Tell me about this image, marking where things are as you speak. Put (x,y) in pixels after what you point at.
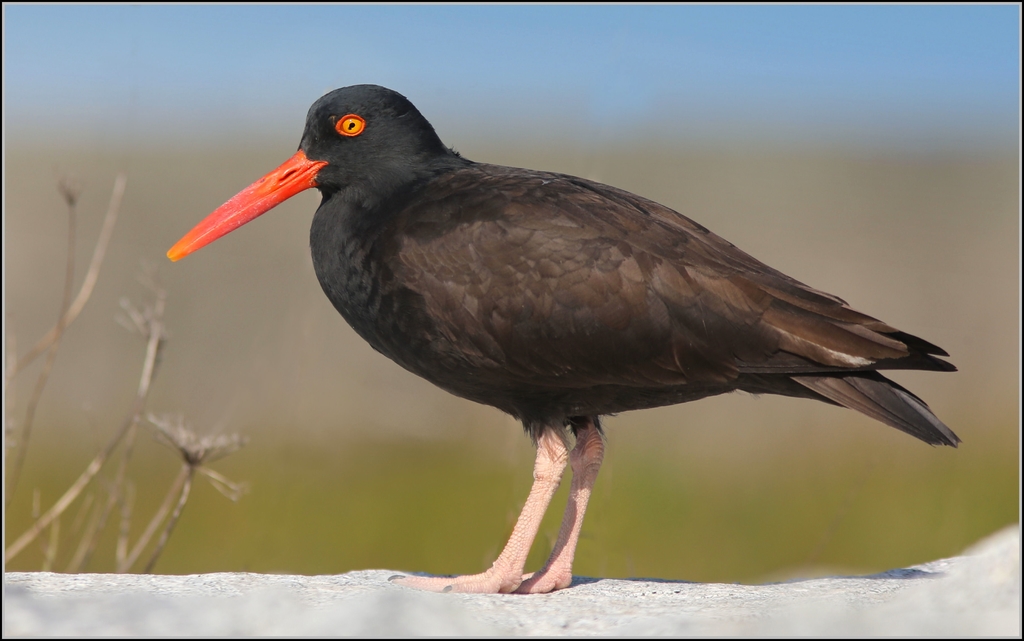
Here I can see a black color bird (412,223) on a rock (546,624) which is facing towards the left side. On the left side (123,437) there is a plant (104,504). The background (788,131) is blurred.
